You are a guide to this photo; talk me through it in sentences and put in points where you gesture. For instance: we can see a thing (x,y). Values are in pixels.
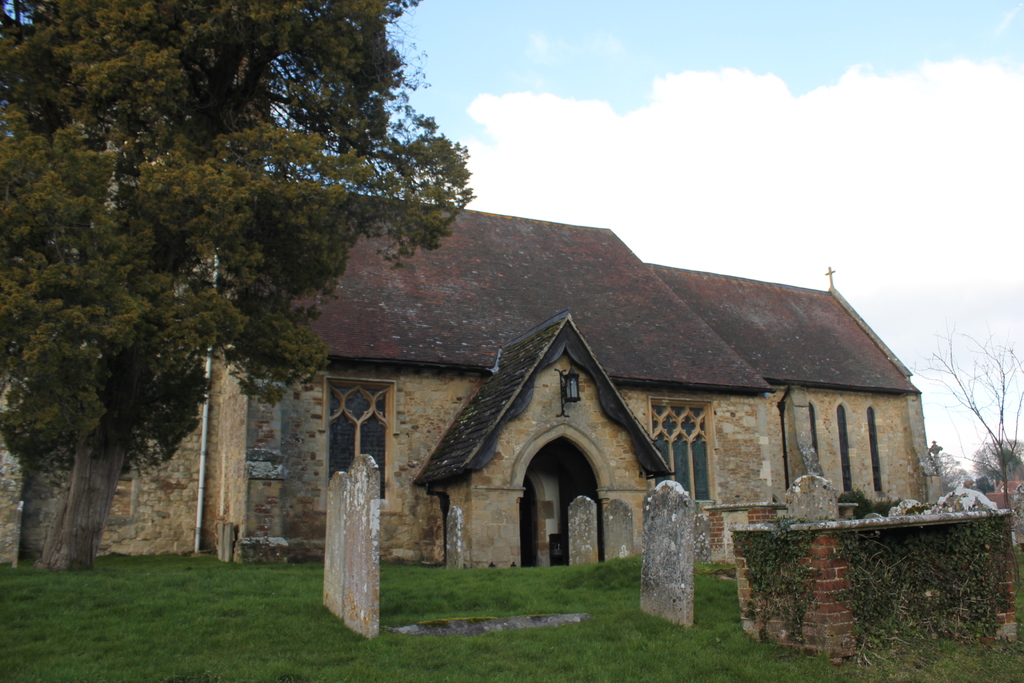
In this picture we can see the church (833,457). Here we can see windows (693,471) and door (554,481). Here we can see light (568,377) near to the entrance (559,430). On the bottom (83,595) we can see grass (620,615) and gravestones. Here we can see sky (682,170) and clouds (891,94). On the left (206,115) we can see trees (268,196).
